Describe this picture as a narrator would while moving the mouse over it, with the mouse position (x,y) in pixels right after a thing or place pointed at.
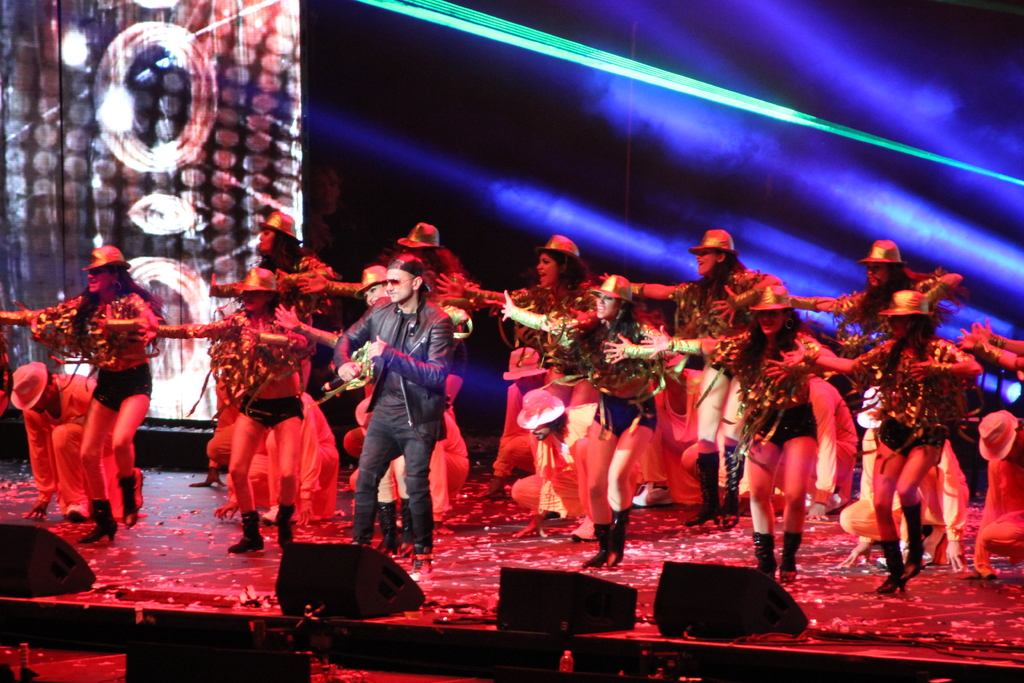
In this picture we can see a group of people (413,501) on stage (146,431) and they wore caps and in front of them we can see bottles (569,658) and some objects (732,617) and in the background (173,164) we can see an object (256,122), person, lights (602,66).
